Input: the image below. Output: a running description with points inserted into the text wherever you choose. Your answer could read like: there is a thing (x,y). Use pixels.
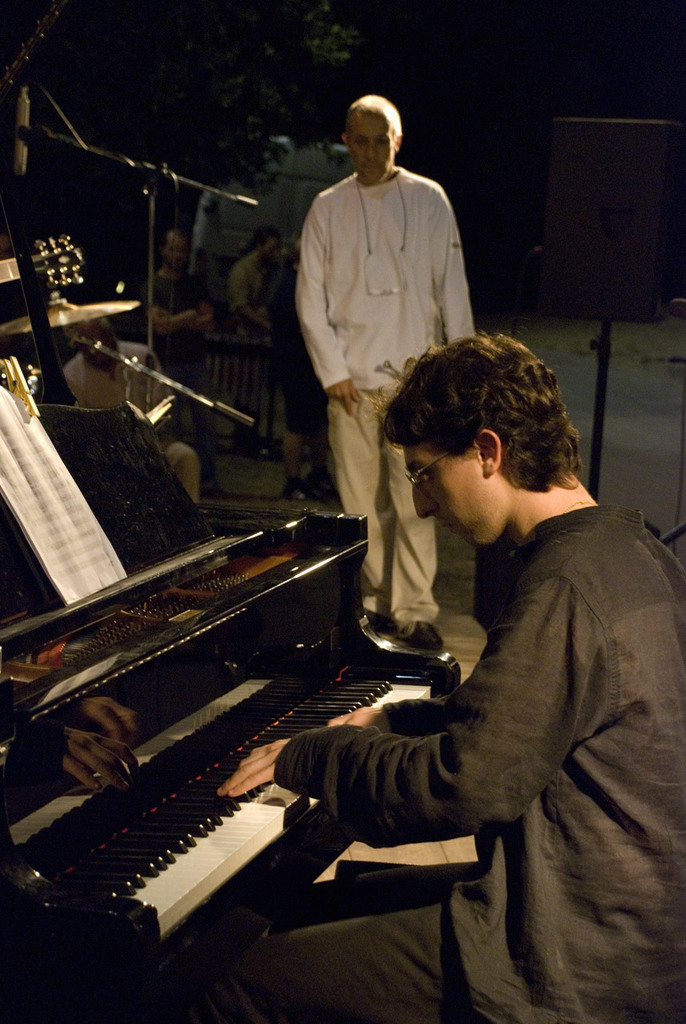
In this image I can see man (460,721) is playing a piano (313,572). And a man (359,323) standing on the floor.
